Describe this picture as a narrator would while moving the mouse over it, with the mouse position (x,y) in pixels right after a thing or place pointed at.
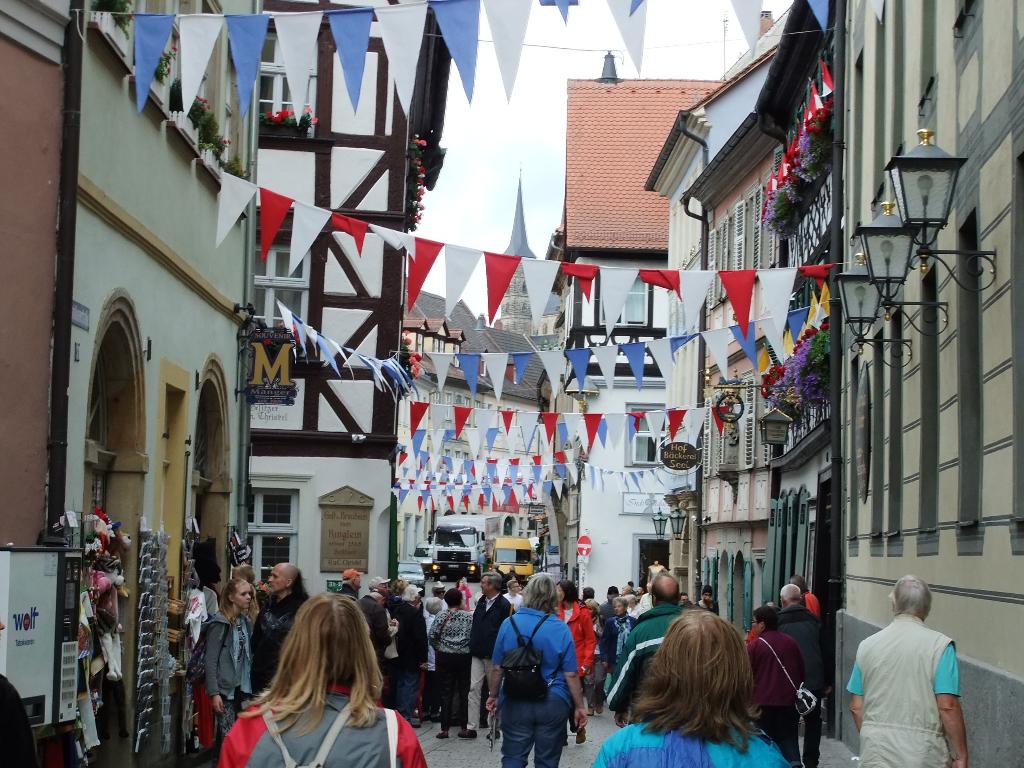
This is the picture of the outside of a city (618,531), in this picture at the bottom (607,677) there are some people (734,678) who are walking on the road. And in the center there are some vehicles (475,544), on the right side (938,243) and left side (89,499) there are some buildings (201,229), poles (925,258) and street lights (876,294) and some boards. In the center (452,298) there are some flags (600,427), on the top of the image (505,175) there is sky (514,201).
